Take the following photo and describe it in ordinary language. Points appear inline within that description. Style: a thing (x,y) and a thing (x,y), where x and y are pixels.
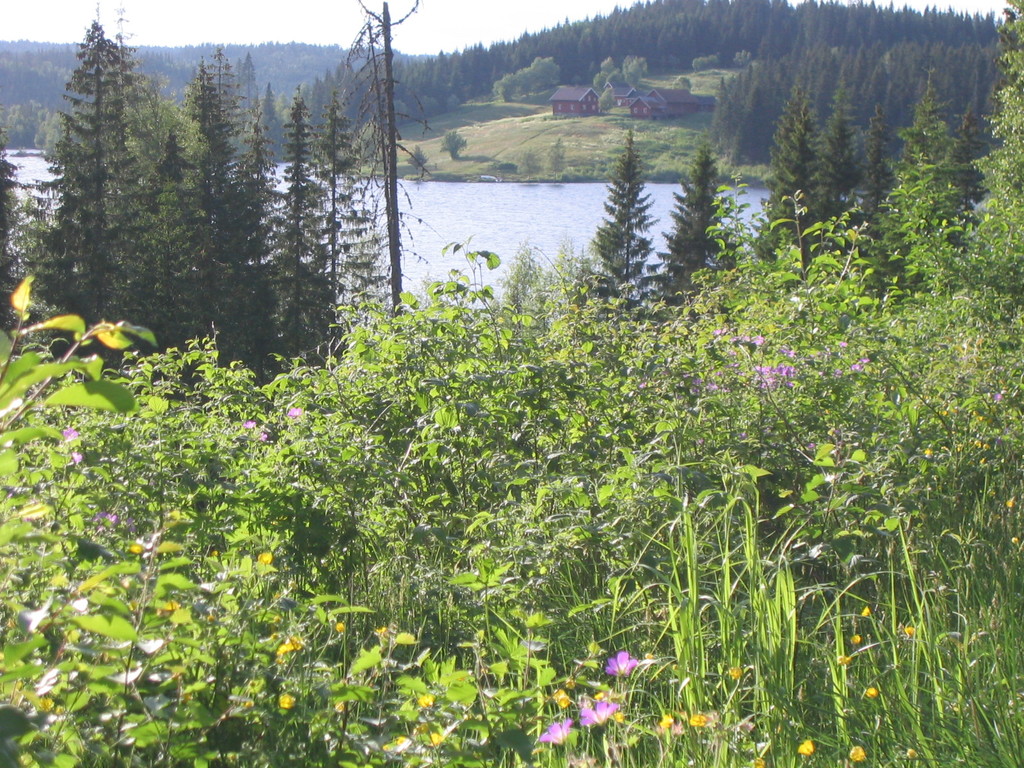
This picture is clicked outside. In the foreground (483,499) we can see the plants (860,628) and flowers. In the center (473,259) we can see the trees (287,224), water body (487,215), green grass (520,148), plants (450,133) and some houses (644,102). In the background (9,109) we can see the sky (209,33) and the trees (987,70).
